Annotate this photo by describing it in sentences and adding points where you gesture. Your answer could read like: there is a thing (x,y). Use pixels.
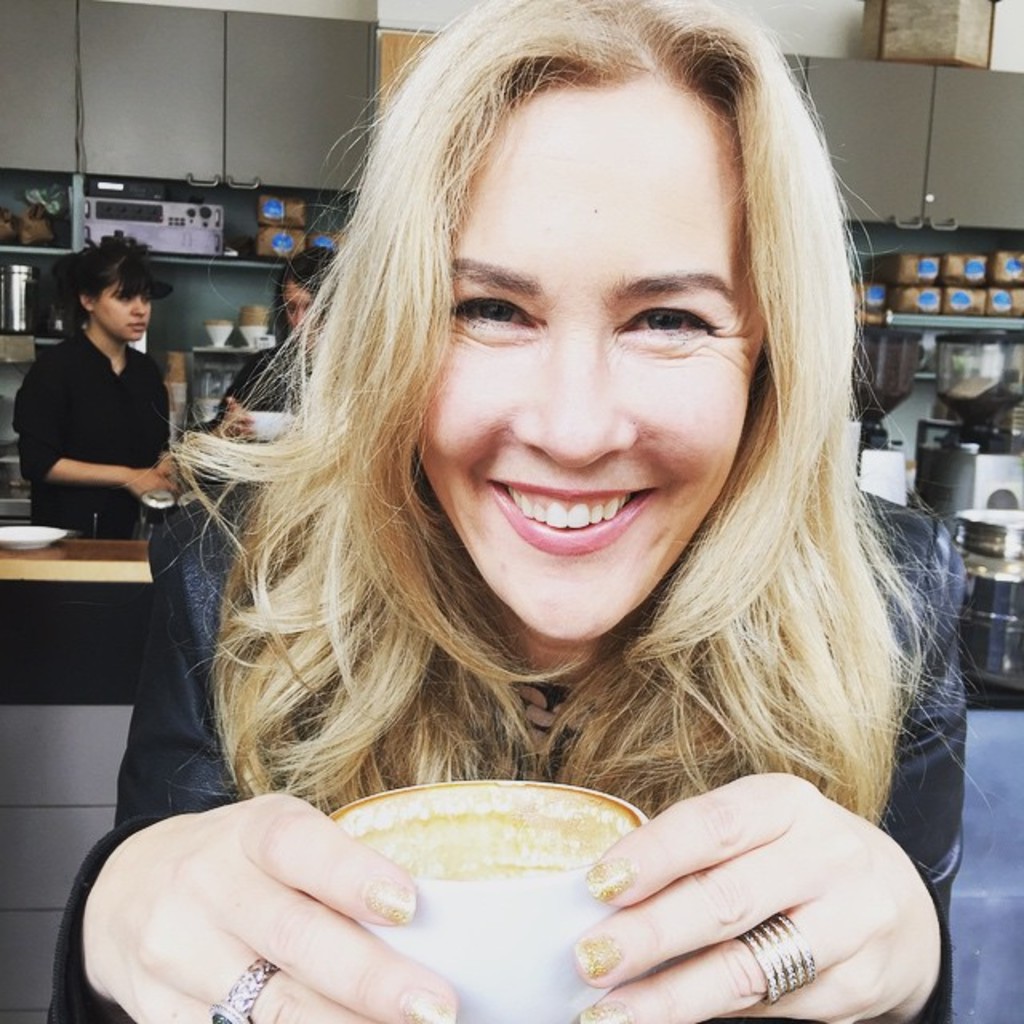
In this picture I can observe a woman (315,587) holding a cup (537,950) in her hands (295,897). She is smiling. In the background (281,270) there are some people (276,394) standing behind the desk (73,630). I can observe some eatables (272,245) placed in the racks (214,258) in the background (906,299).
